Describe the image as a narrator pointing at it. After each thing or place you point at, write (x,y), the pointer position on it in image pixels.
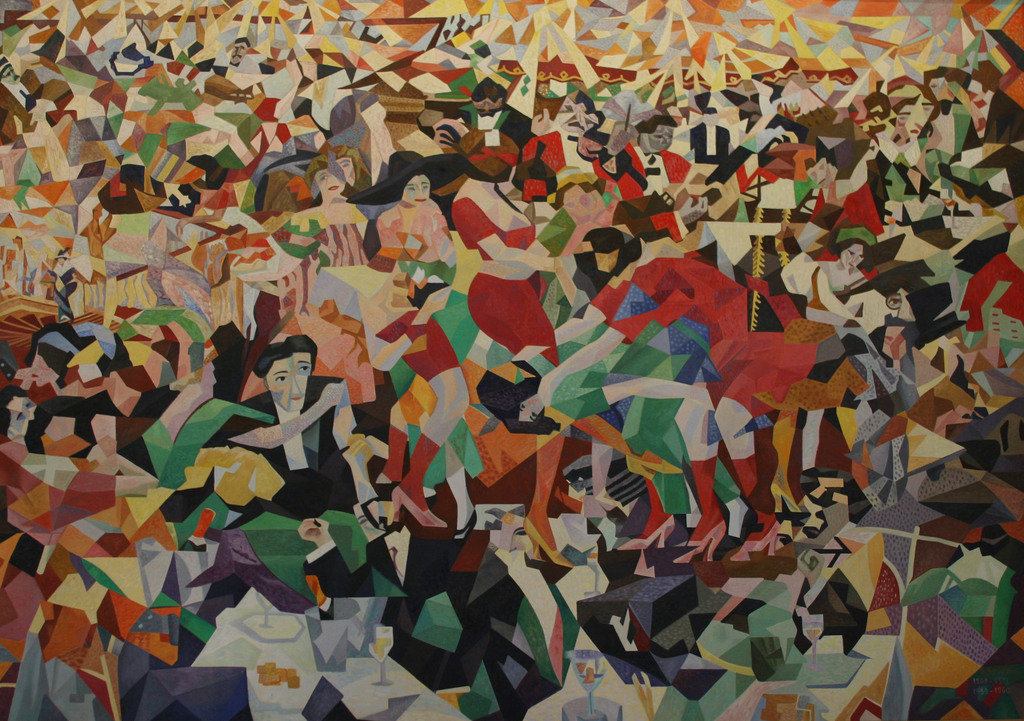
In this image, we can see paintings (277,86) of people (485,377) and objects (165,709).
